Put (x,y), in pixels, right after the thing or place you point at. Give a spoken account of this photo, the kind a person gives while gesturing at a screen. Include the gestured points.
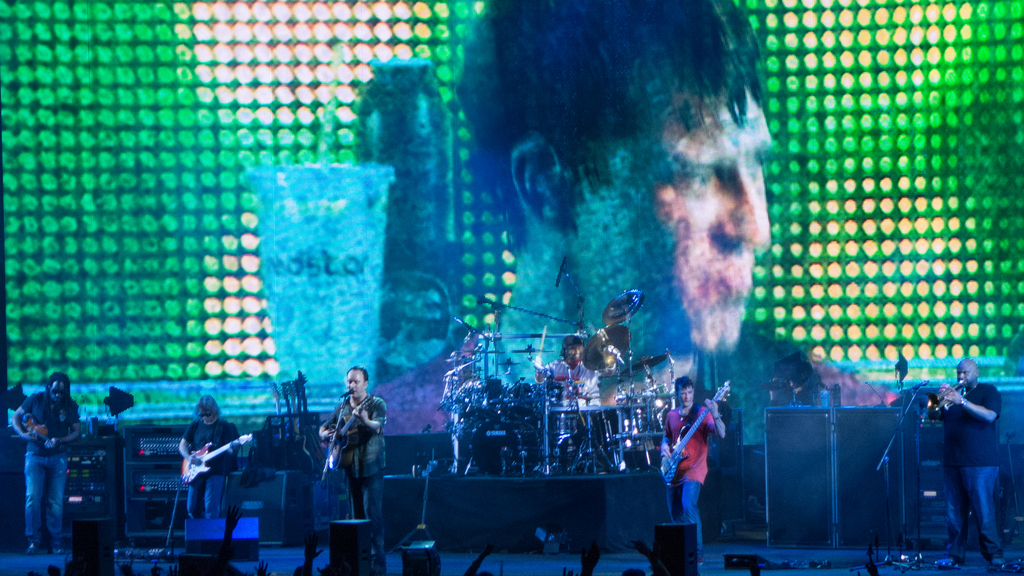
In the image in the center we can see one stage (287,547). On stage (270,543), we can see speakers (882,430), microphone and few people (965,492) were playing with some musical instruments (610,446). And we can see guitars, drums (490,412), sticks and few other objects (327,499). In the background (754,257) we can see screen (678,229). In screen (678,229), we can see one person (719,296), black color object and one glass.
